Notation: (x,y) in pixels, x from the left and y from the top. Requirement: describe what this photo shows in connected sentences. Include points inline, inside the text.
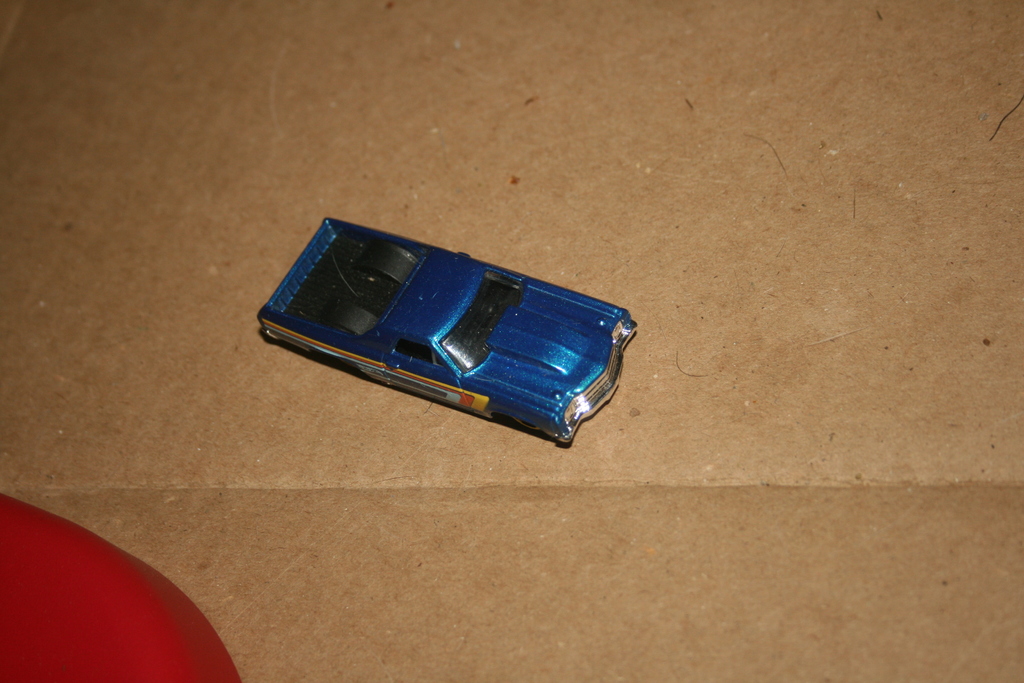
In the image there is a toy car (527,328) kept on the floor (424,166) and beside the car (450,355) there is some red color object (53,629).
